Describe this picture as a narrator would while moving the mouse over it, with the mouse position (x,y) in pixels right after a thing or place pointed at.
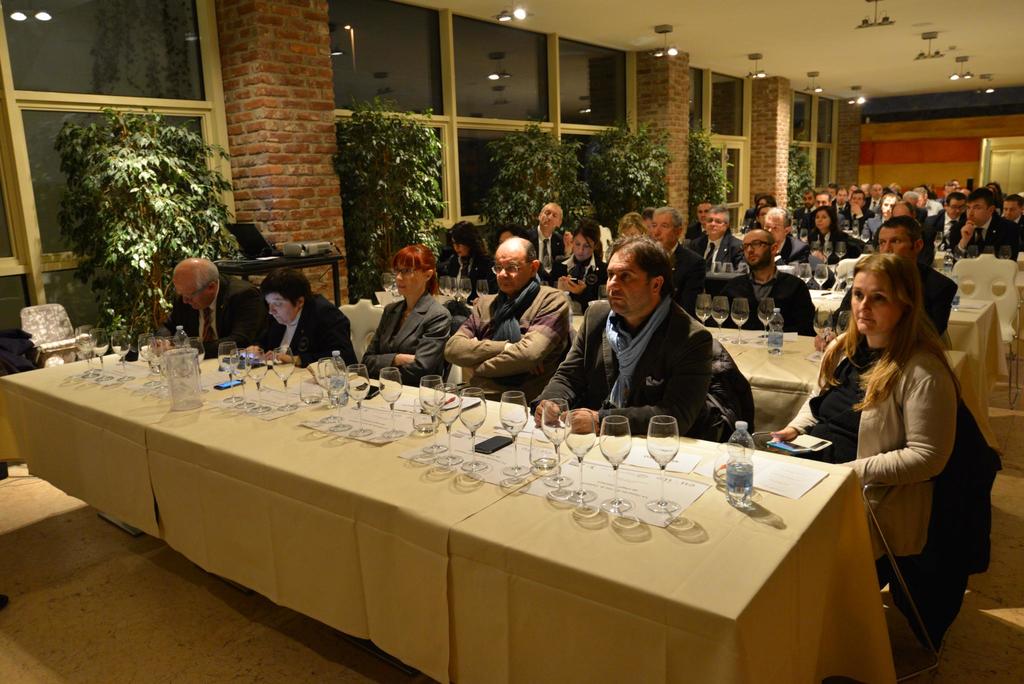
This picture shows a meeting room (948,173), here all the people (694,266) are seated in the chairs (362,331) and we see tables (385,626) in front of them and on the table (710,461), we can see water bottles (748,479) and glasses (614,424) on the left side (190,202) we see plants (196,186).
